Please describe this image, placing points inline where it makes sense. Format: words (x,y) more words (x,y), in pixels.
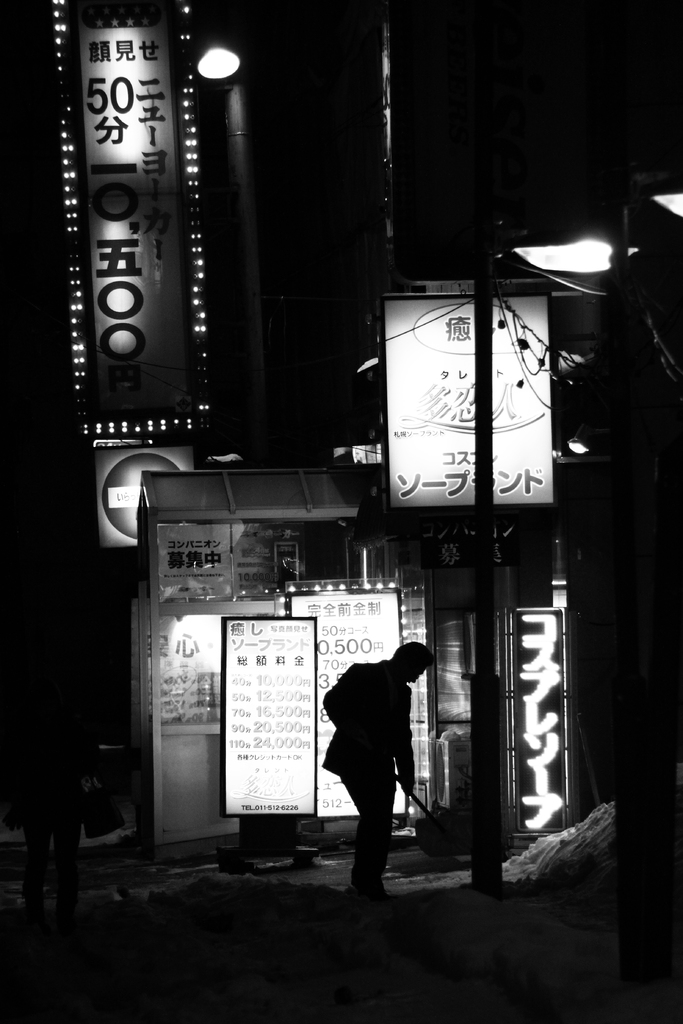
As we can see in the image there is a person (409,756), banners (301,632), lights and the image is dark.
